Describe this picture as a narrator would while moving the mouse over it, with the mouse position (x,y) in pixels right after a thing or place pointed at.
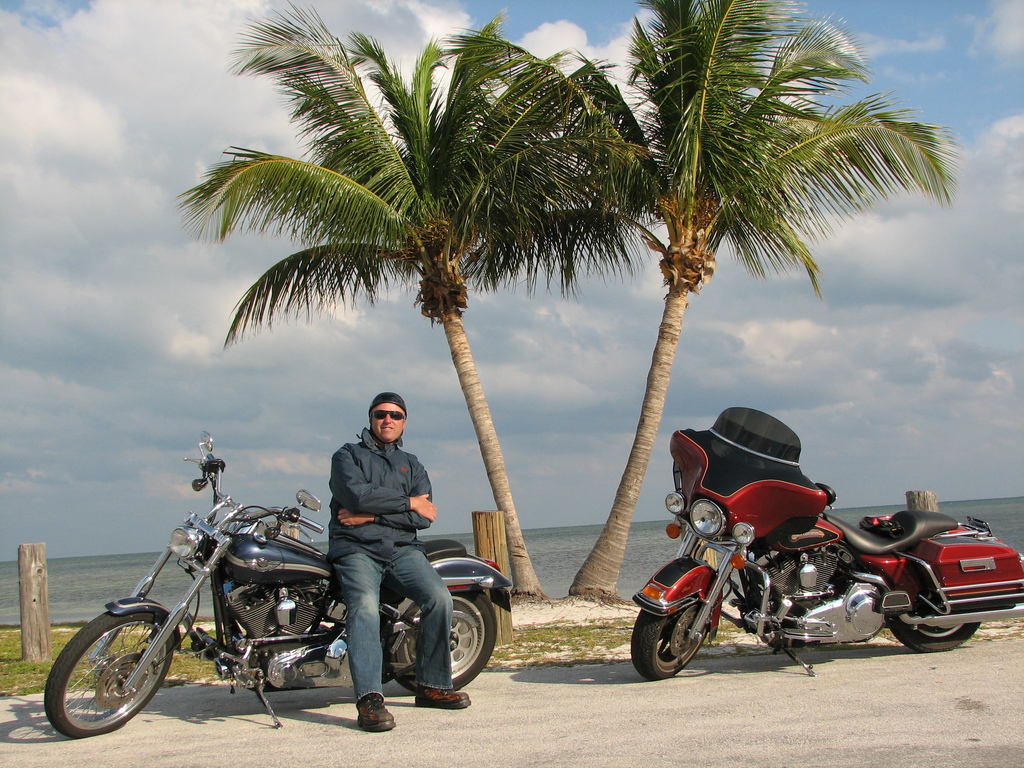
In this image I can see a man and two bikes (686,535). In the background (602,339) I can see two trees (508,42) and a cloudy sky (27,295).
